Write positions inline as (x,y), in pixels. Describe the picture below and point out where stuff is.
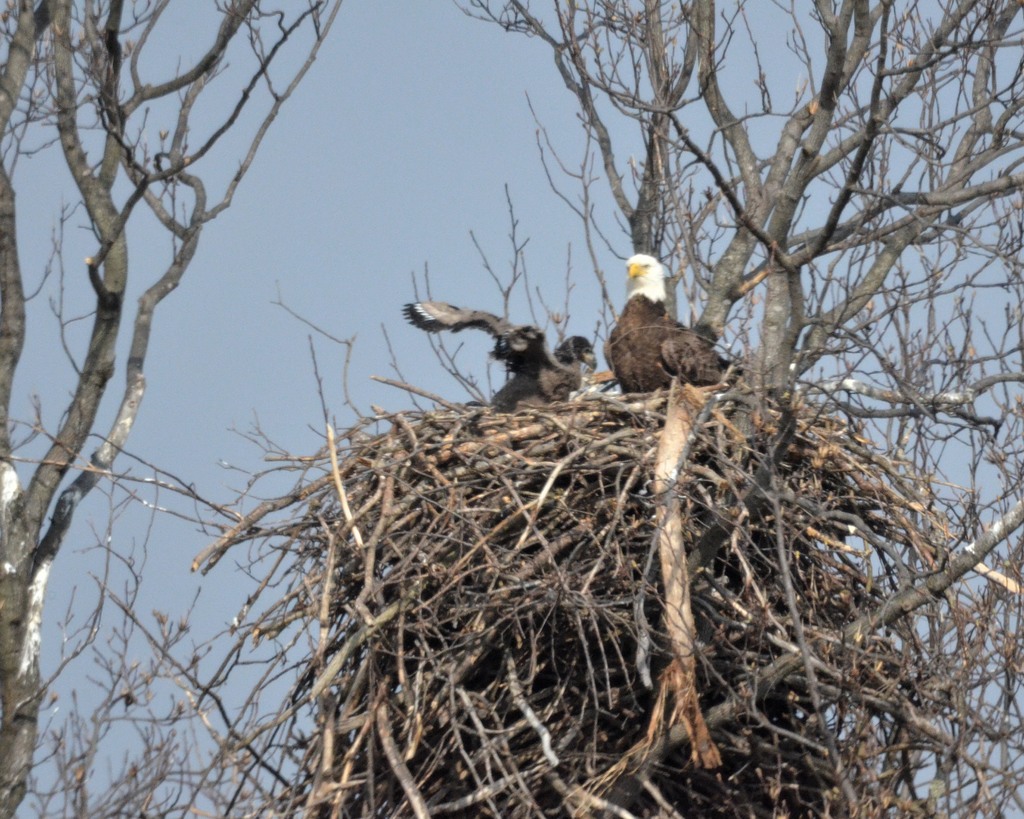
In this image I can see a bird nest (727,508) on a tree (1003,460). I can see two birds (650,350) which are brown, white, yellow and black in color. In the background (456,208) I can see the sky (339,134).
